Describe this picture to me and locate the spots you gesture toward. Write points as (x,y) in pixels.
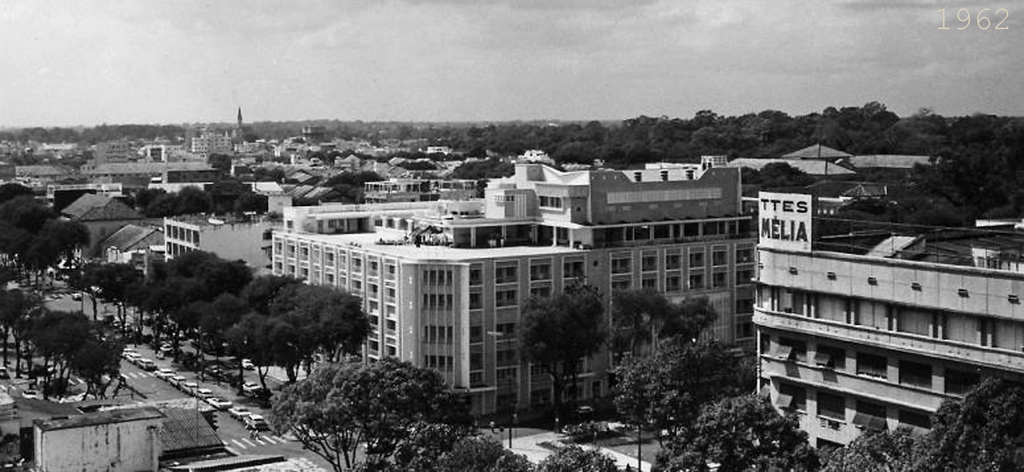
This is a black and white image. Here I can see many trees (271,326) and buildings (468,202). On the left side (194,386) there are some cars (166,375) on the road (151,382). On the top of the image (395,64) I can see the sky (366,102).
